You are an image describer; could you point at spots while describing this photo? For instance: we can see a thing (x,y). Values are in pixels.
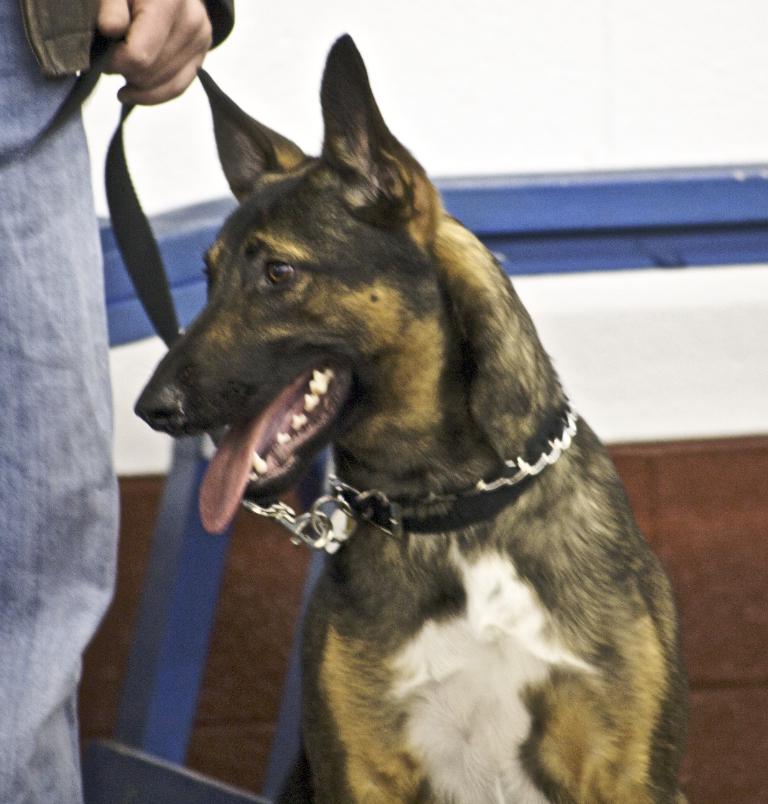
In this image we can see a person (20,524) holding a dog (232,454) and also we can see the wall (760,386), in the background (753,393).
